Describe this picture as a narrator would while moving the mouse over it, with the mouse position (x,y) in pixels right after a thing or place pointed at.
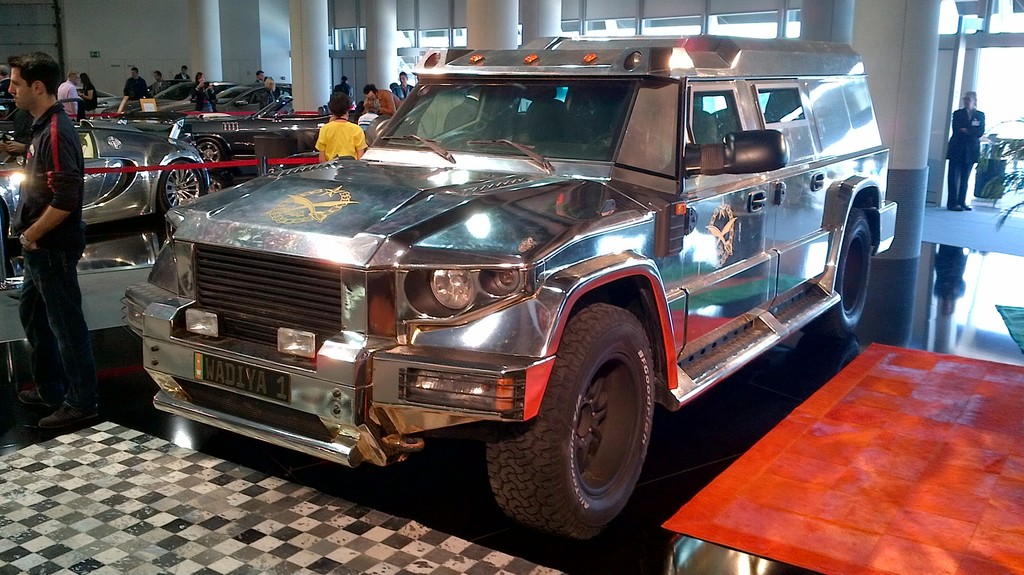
In this image, there are a few vehicles (121,184) and people (68,185). We can see the ground (237,175) with some objects (189,518). We can see some pillars (213,52). We can also see an object (876,359) on the right (986,469). We can see some glass (1004,127) and the wall (249,69). We can see some poles (261,170) with ribbons (288,162). There are some leaves (1000,180) on the right (1004,224).
